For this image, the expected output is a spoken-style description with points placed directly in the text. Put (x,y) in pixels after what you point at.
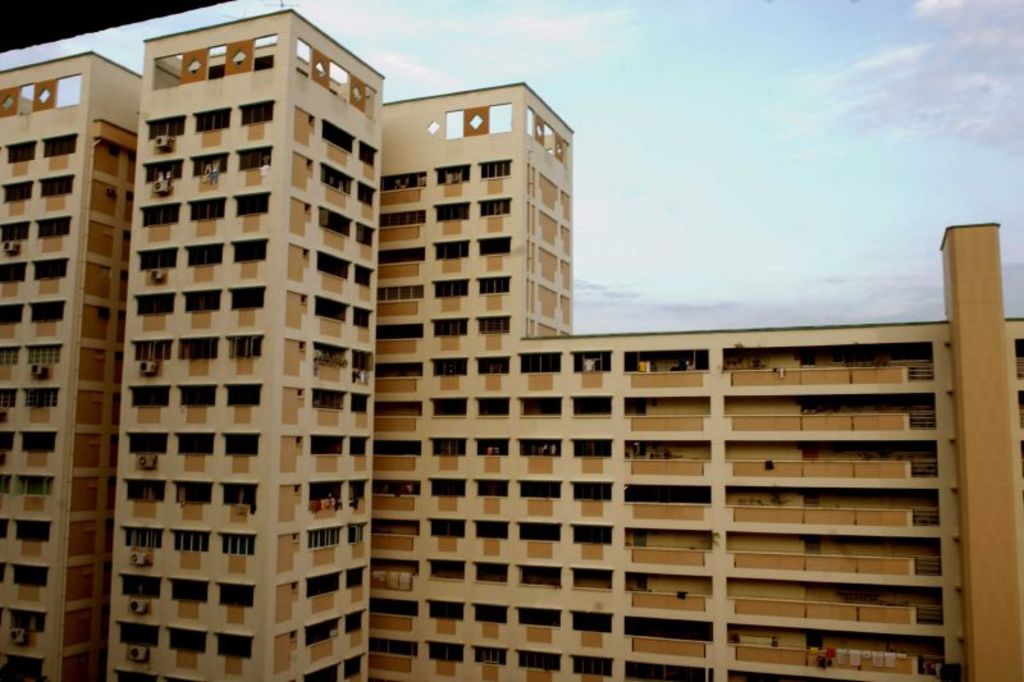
In this image I can see the building (309,392) which is in brown color. In the back (790,235) I can see the clouds (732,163) and the blue sky (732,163).
